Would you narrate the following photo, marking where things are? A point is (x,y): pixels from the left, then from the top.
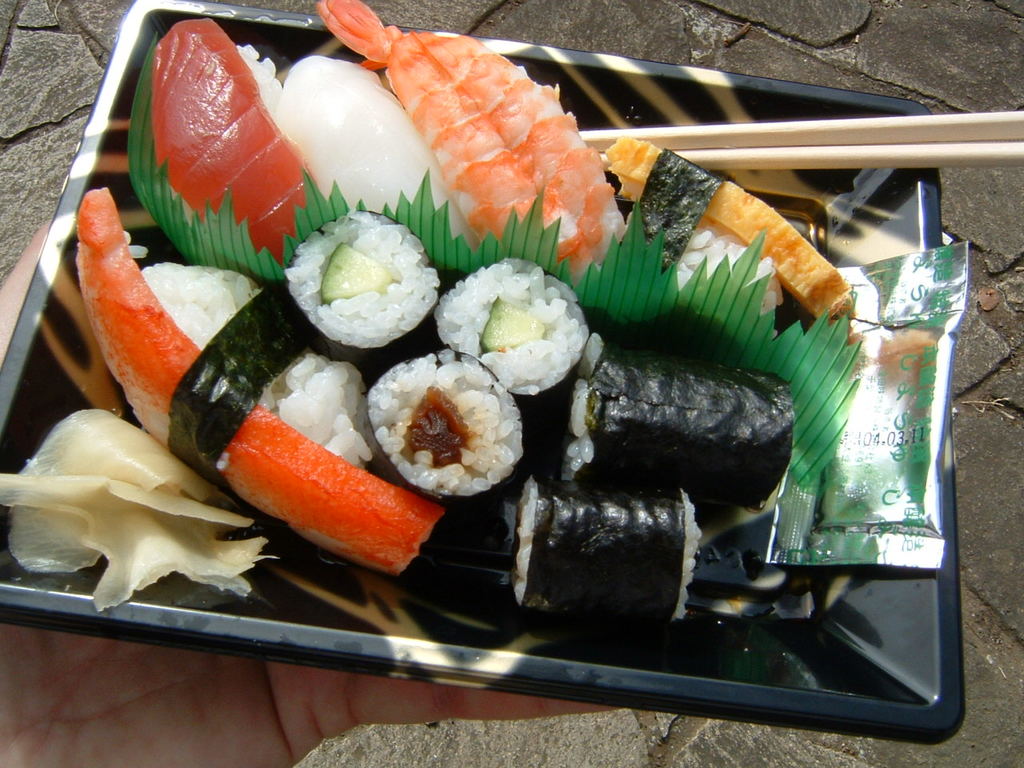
In this image there is a hand (199,703) of a person (218,693) holding a plate (692,78). There is food (331,259) in the plate (680,81). There are prawns (470,173), sushi (513,404) and ginger (141,524) on the plate (286,544). Beside the prawns (561,146) there are chopsticks (826,135). To the right (868,406) there is a food packet (824,533) on the plate (735,610). In the background (626,726) there is the ground (892,45).
